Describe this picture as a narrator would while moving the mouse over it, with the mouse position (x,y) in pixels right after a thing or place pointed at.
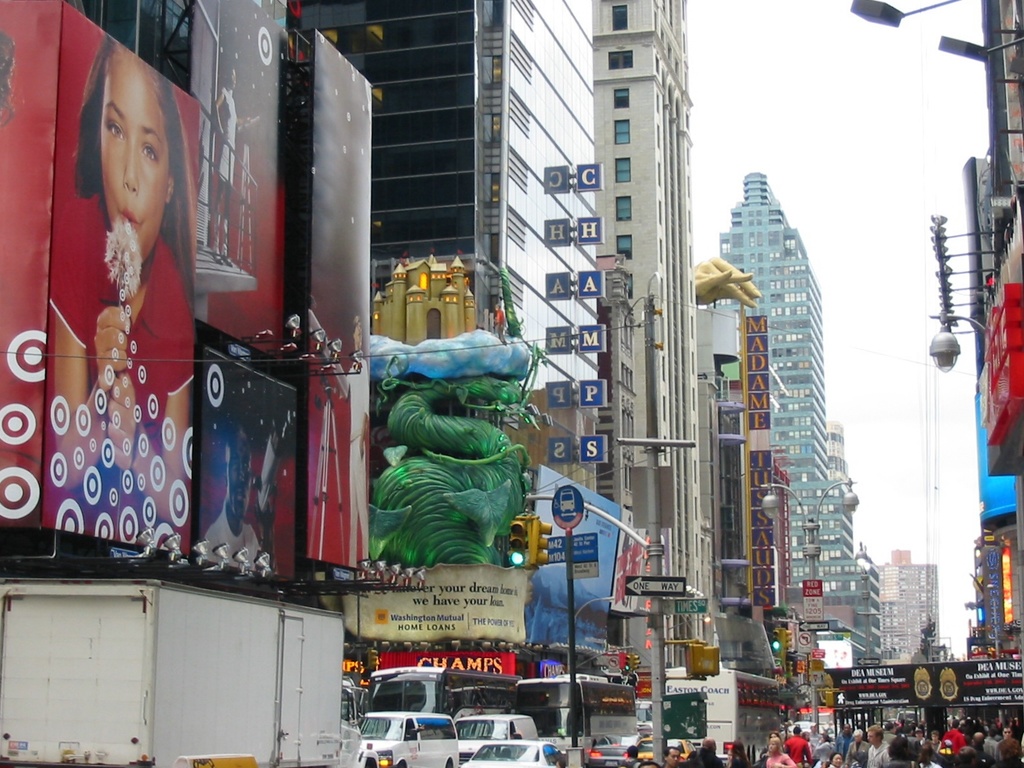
These are the buildings (629,79) with the windows (826,568) and glass doors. I can see the name boards (604,337), which are attached to the buildings (737,418). I can see a direction board (670,578) and a signboard (568,513) attached to the poles (577,686). These are the vehicles (540,711). I can see a group of people (900,745) standing. These are the lights (881,3). I can see the hoardings (121,461).
